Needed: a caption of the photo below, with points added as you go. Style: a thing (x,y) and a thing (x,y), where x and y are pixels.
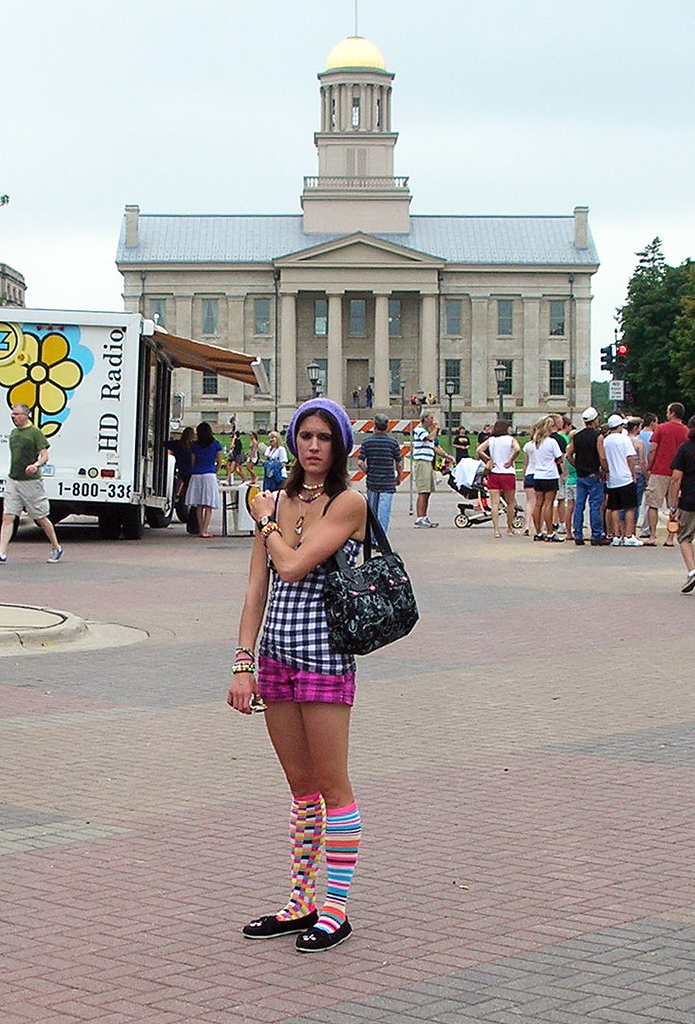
In the picture we can see a woman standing on the path (390,754) wearing a handbag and she is wearing a different colors of socks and in the background (193,393), we can see a building (460,325) with some pillars (431,313) to it and some construction (329,96) on it with some pillars (340,110) and beside to it we can see a tree (601,384) and a sky (669,212) and some people (616,431) standing near the building (574,423) and we can also see some vehicle (161,427).
